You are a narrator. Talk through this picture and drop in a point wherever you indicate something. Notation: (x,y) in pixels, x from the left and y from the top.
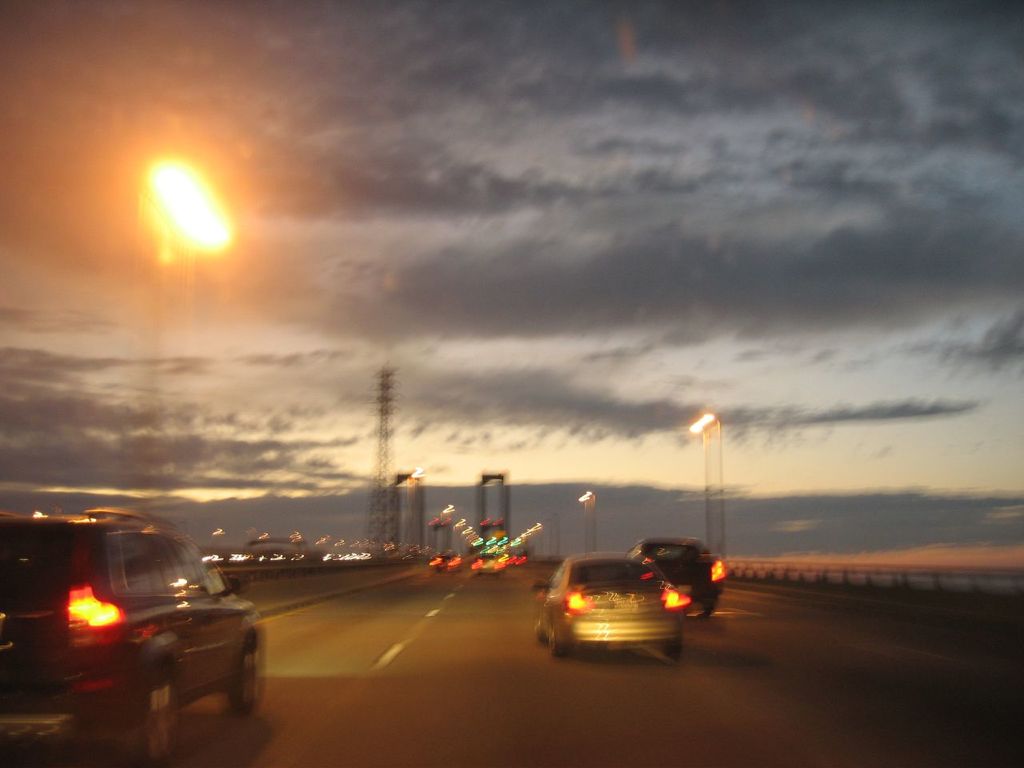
In this image we can see motor vehicles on the road (464,626), electric towers (386,510), electric lights (481,525), street poles (589,527), street lights (295,543) and sky (801,391) with clouds (792,404).
